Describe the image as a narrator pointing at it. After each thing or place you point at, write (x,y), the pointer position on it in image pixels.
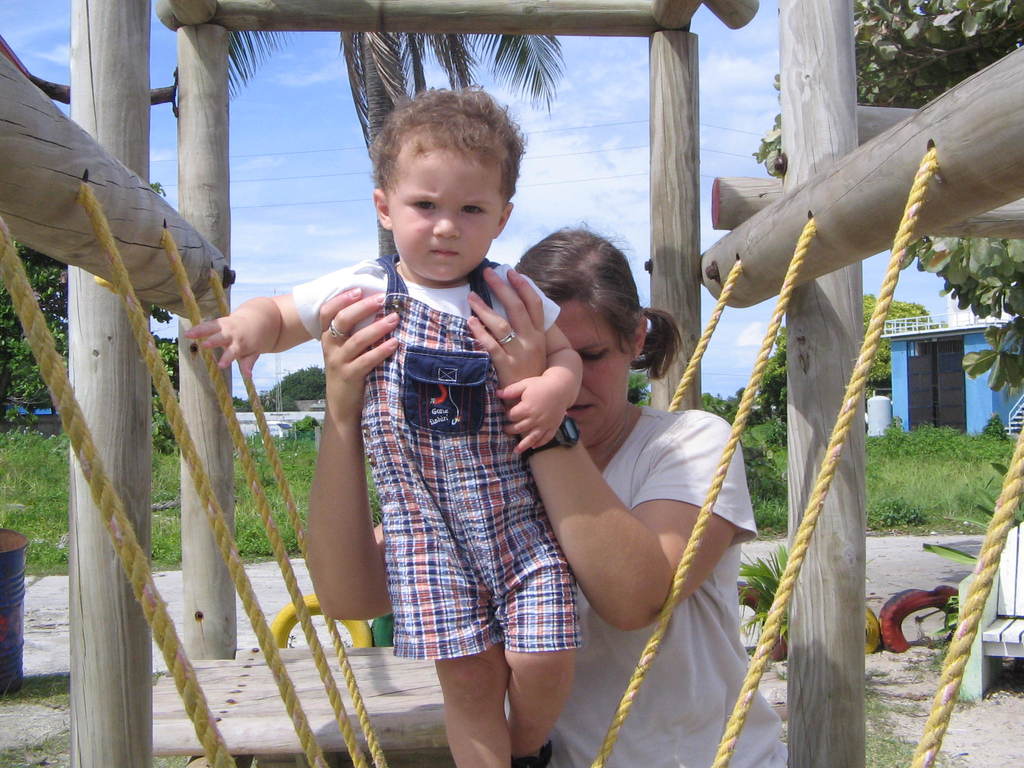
In this image we can see a woman (533,455) holding a child (534,502), wooden fence (886,241), buildings (956,357), houseplants (757,610), bins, chairs (1023,613), shed (943,360), electric cables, bushes (751,462), trees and sky (367,199) with clouds (318,221).
